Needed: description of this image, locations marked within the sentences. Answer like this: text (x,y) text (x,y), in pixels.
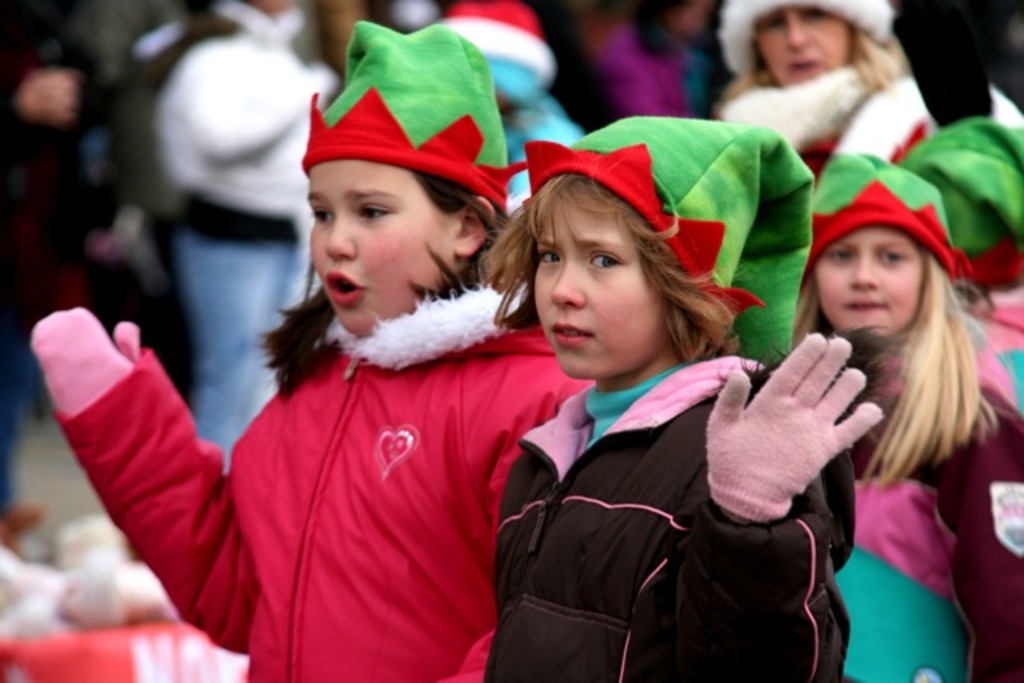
In the center of the image (491,317) we can see some persons (561,343) are there and wearing hat (397,151), gloves (93,373), jacket (572,478). In the background of the image (309,85) some persons (190,119) are there. At the bottom left corner (84,603) toys (76,598) are there.
